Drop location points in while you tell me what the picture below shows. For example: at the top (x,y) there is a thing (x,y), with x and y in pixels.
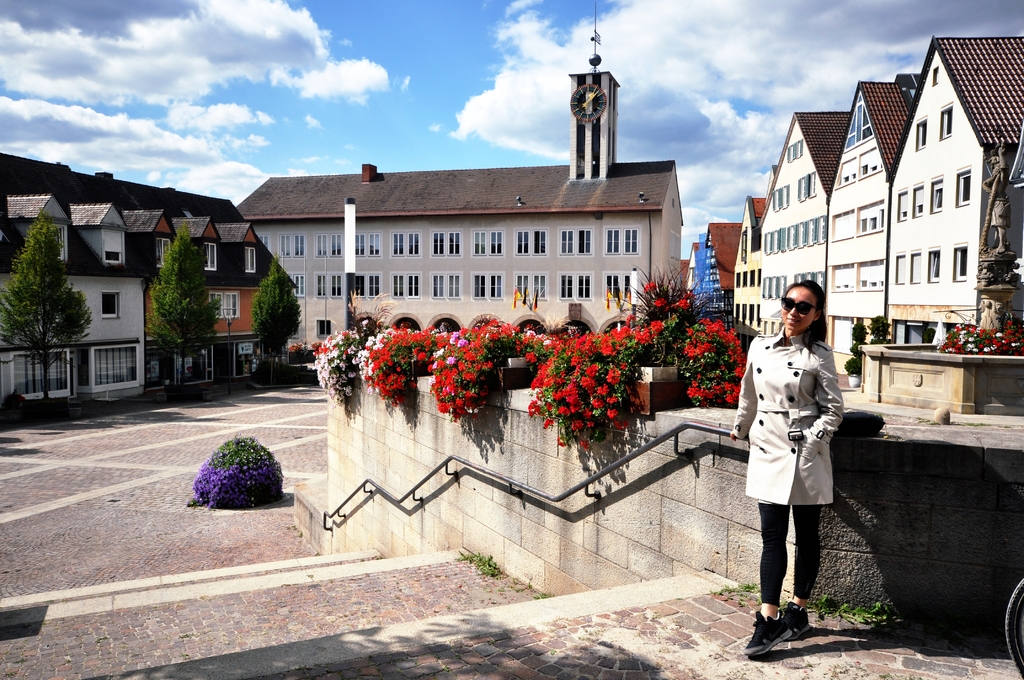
In the foreground of the picture (800,296) there is a woman (815,458) standing near a hand railing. In the center of the picture (621,330) there are plants (650,320), flowers (603,347), wall (415,438). On the right (970,341) there are flowers (957,330) and sculpture (997,279). In the center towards left (222,468) there is a plant (223,460). In the background (239,257) there are buildings (379,258) and trees (50,276). In the center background (594,123) there is a clock tower (584,91). Sky (563,81) is partially cloudy.
